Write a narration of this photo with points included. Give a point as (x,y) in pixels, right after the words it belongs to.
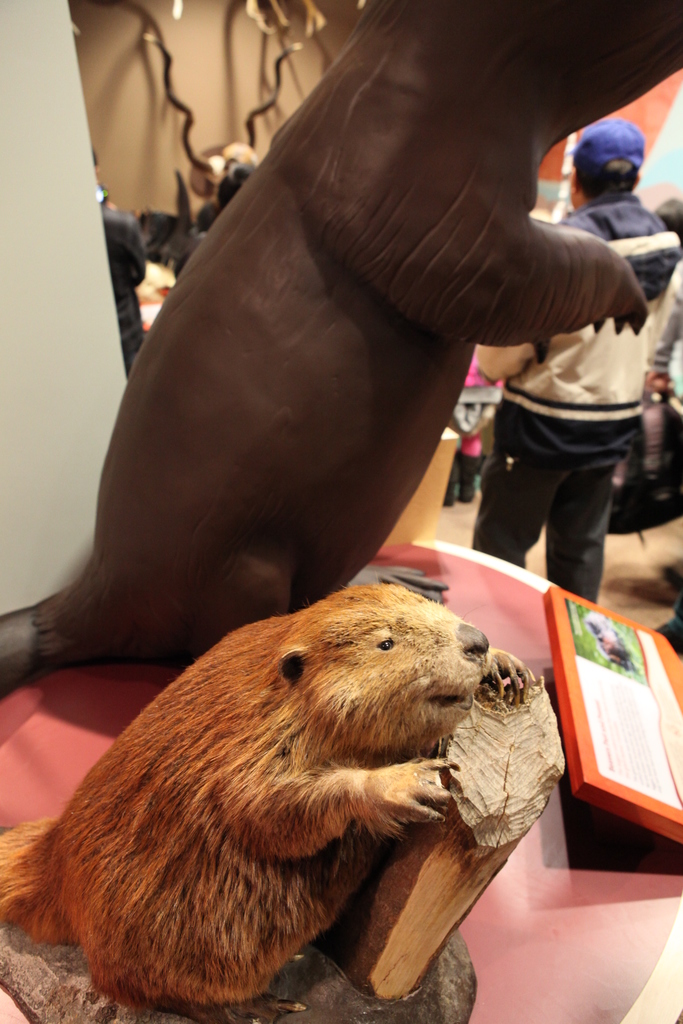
In this picture we can see there are two toys (282,521) on a table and behind the table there are groups of people (638,461) and other things (662,434).
